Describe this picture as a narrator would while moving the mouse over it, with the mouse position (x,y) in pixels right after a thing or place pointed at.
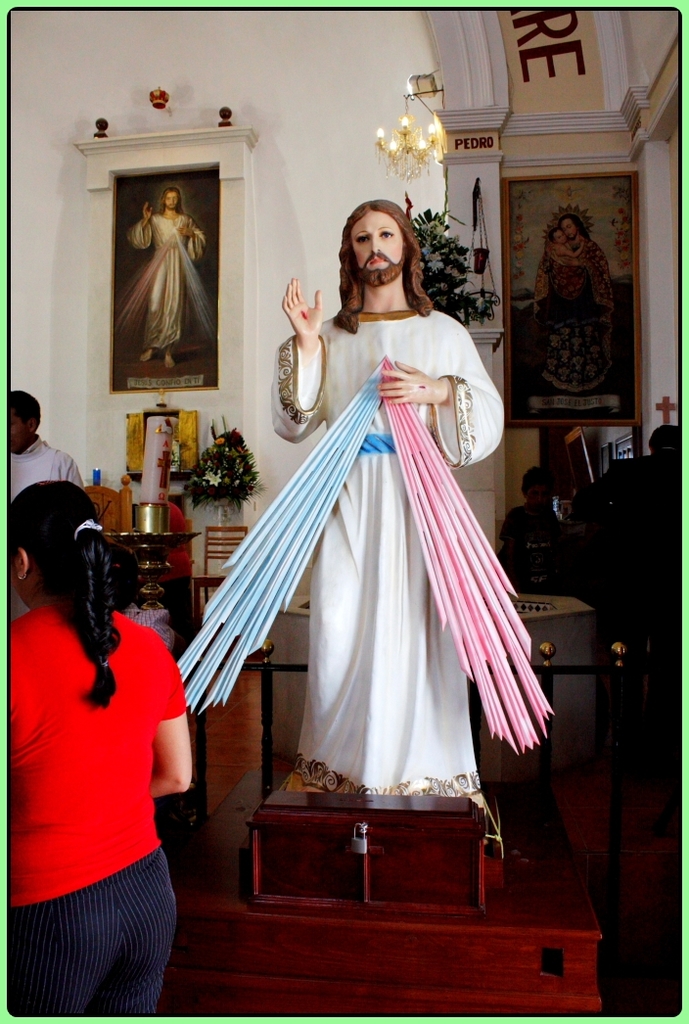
In this picture there is a statue (436,773) in the center of the image (366,518) and there are people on the right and left side of the image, there are portraits (617,219) on the wall (72,69), in the background area of the image (626,407).
